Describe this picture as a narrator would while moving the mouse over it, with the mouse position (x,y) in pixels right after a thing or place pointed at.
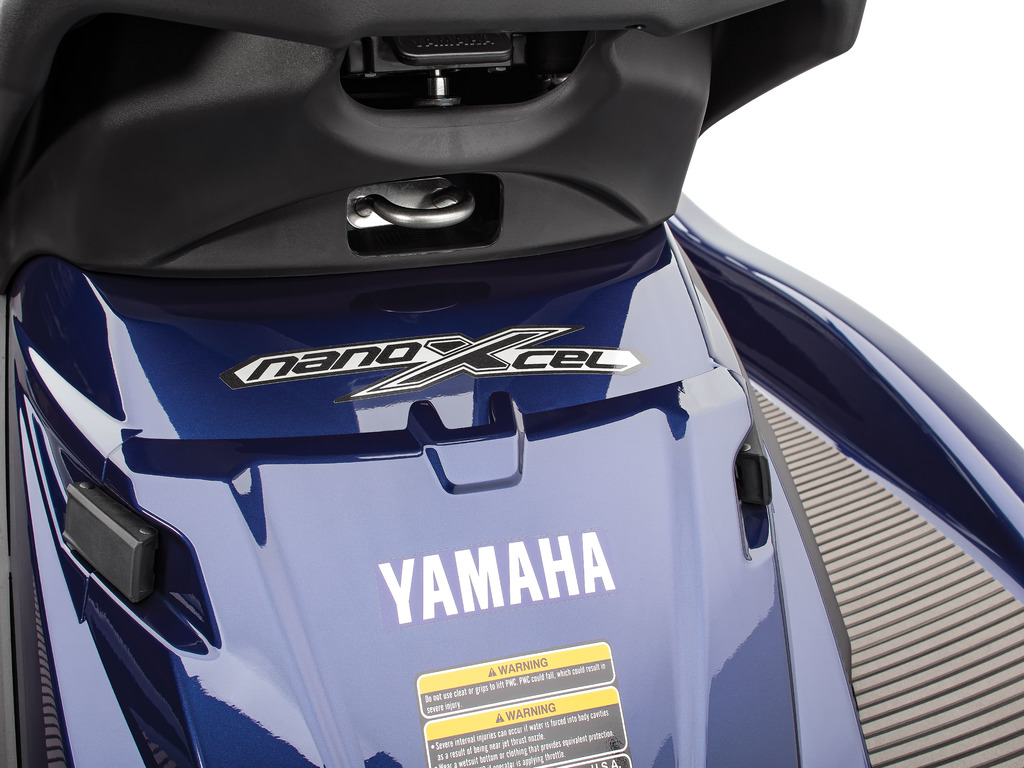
In this image we can see a motor vehicle (515,380).
